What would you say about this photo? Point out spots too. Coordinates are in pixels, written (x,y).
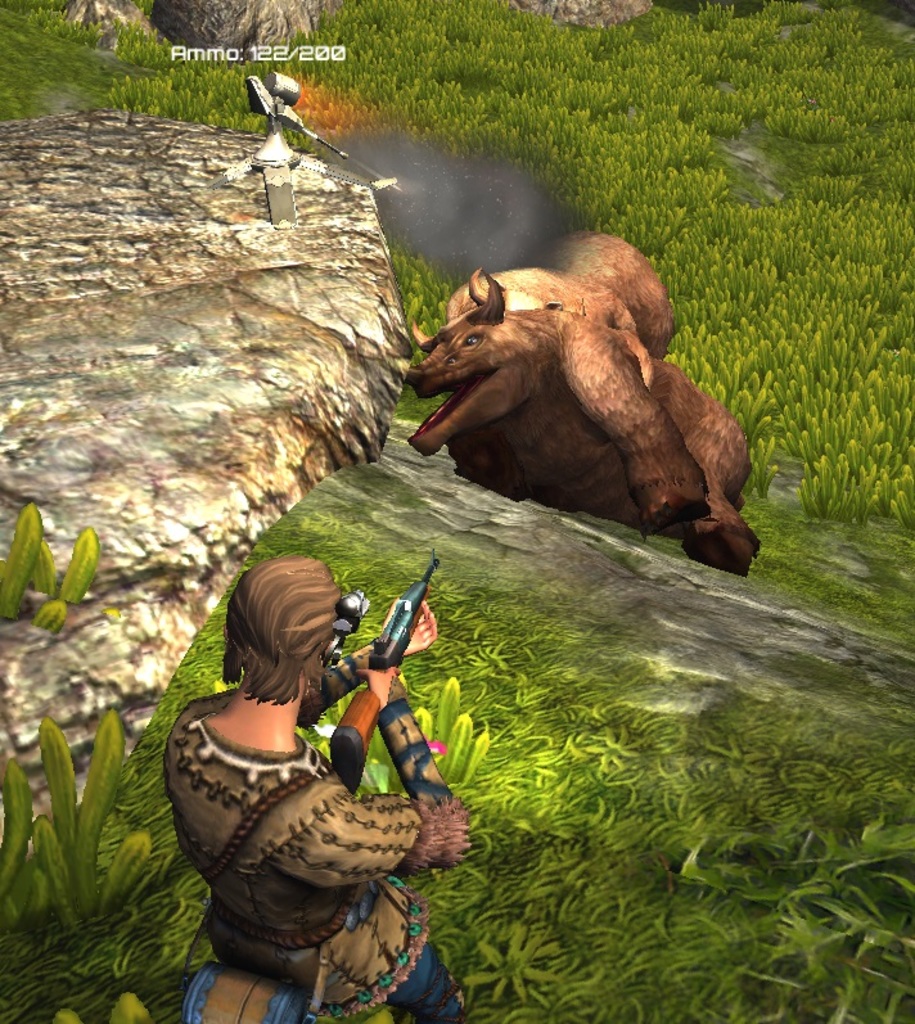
In this image there is an animation picture of a person (272,611) holding a gun (340,749) is shooting at an animal (510,422) in front of him, in this image there are rocks (372,320) and plants (624,135).
